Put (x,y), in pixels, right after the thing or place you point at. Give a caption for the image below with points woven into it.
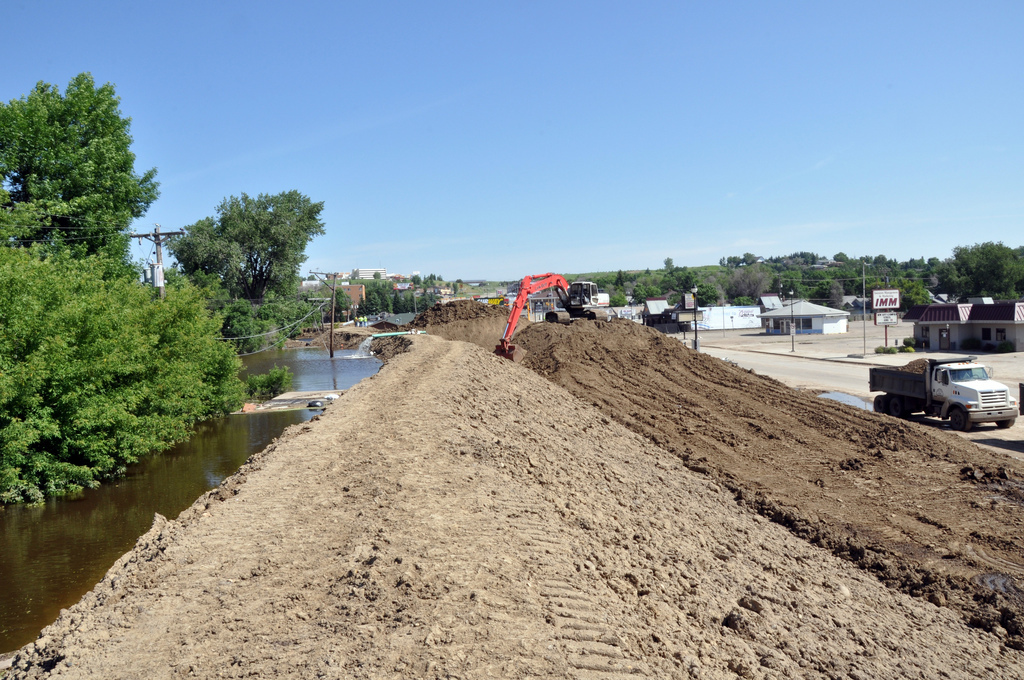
This is the small water canal (200,438) on left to the canal (10,522) we can see some trees (45,224) and right to it we can see a crane (575,305) lifting sand (583,354) and right to the crane (605,296) we can see the bunch of trees (657,278), next to them we can see a couple of houses (1004,333) and then we can see a truck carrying sand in it.
